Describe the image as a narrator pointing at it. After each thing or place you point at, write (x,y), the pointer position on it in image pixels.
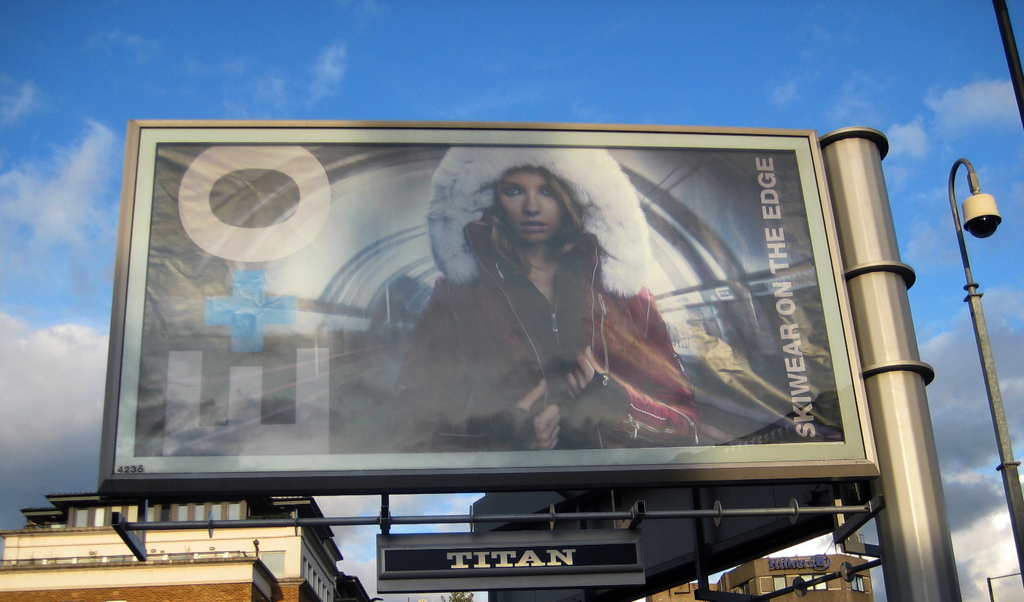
In this image we can see a hoarding (628,417). There is a blue and a slightly cloudy sky (954,260) in the image. There is a tree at the bottom of the image (469,593). There are few buildings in the image. There is a street camera (993,206) at the right side of the image (974,230).
